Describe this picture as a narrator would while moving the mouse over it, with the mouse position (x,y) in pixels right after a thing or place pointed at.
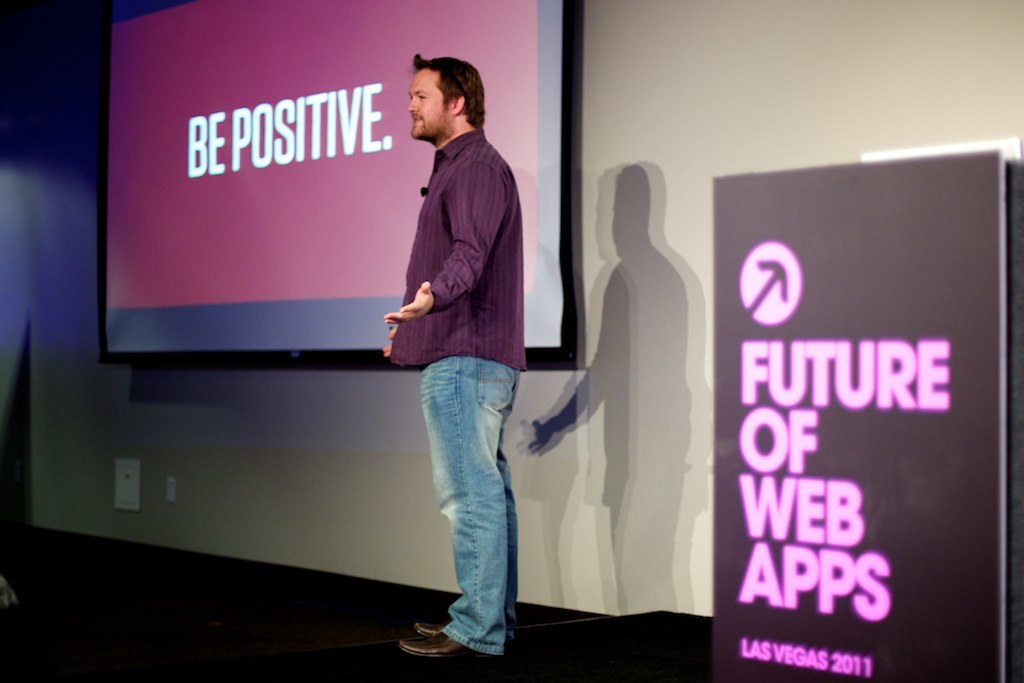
In the center of the picture (418,256) there is a person (444,239) standing. On the right (804,310) there is a banner (774,583). At the top (218,147) we can see a projector screen (298,113) and wall (638,132).
